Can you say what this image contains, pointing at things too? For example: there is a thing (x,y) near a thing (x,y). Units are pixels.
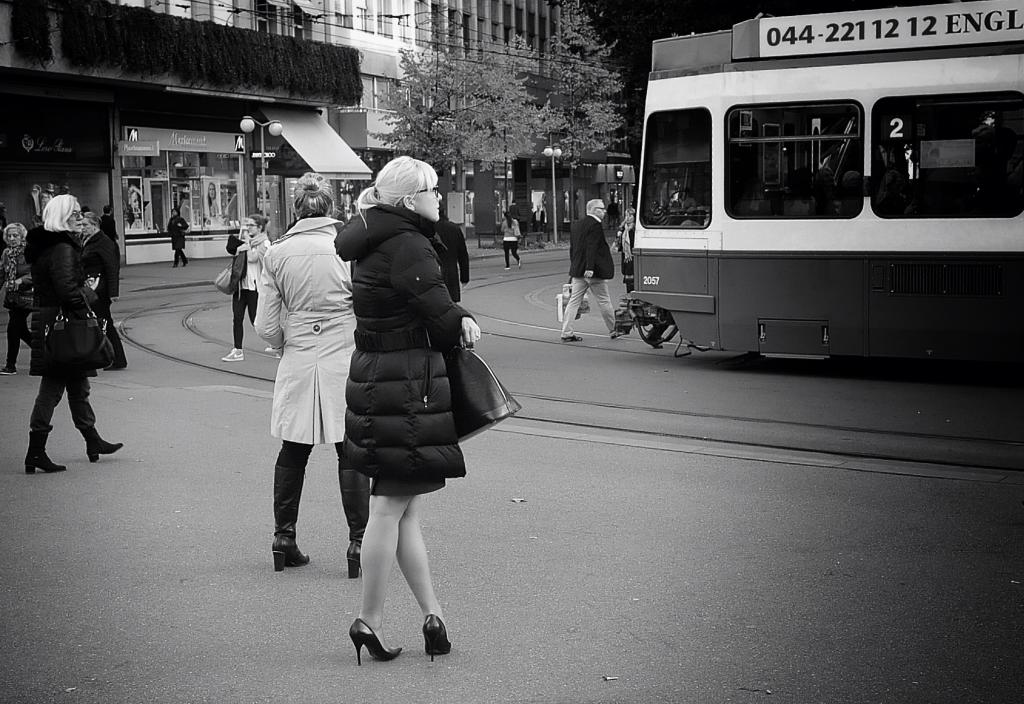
This is a black and white image. In the center of the image (387,286) we can see woman (364,430) standing on the road (411,649). In the background (126,162) we can see train (707,125), railway tracks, persons (246,294), buildings (259,133), trees (450,130), street lights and stores (162,168).
